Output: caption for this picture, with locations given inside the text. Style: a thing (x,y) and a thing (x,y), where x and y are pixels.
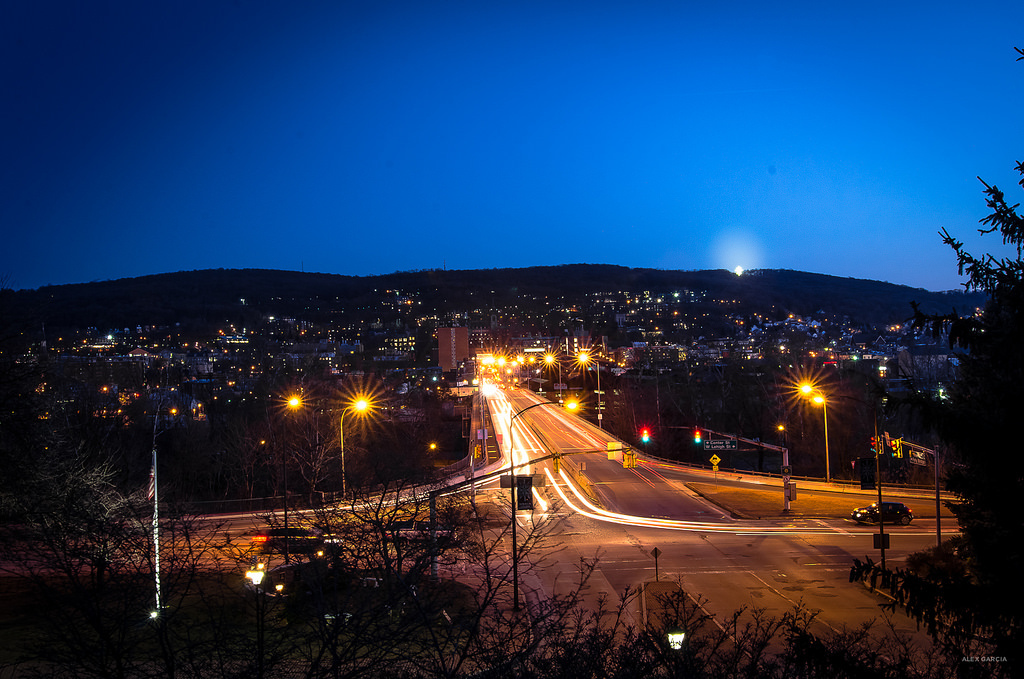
This image consists of a road (689,572) along with lights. In the background (761,346), there are many buildings (612,302) and houses (635,298). At the top (2,216), there is blue sky (47,250). At the bottom (408,627), there are trees (226,671).
